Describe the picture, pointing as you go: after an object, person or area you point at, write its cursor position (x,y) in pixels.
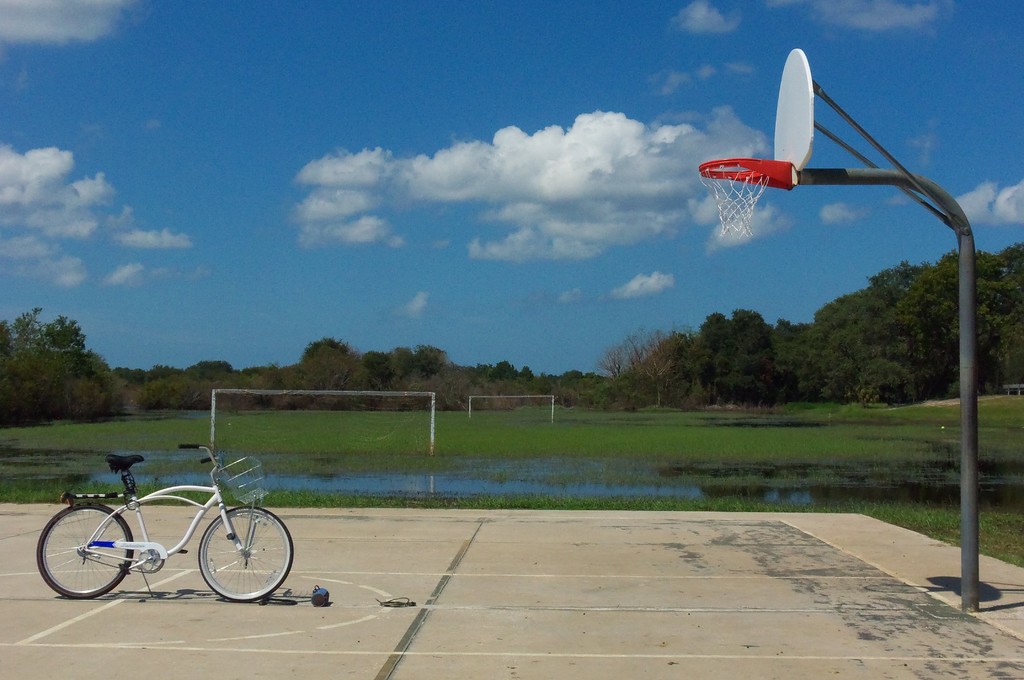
In this image we can see bicycle (137,556), basket ball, water (488,483), nets (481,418), trees (747,339), grass (598,431), sky (320,305) and clouds (346,179).
